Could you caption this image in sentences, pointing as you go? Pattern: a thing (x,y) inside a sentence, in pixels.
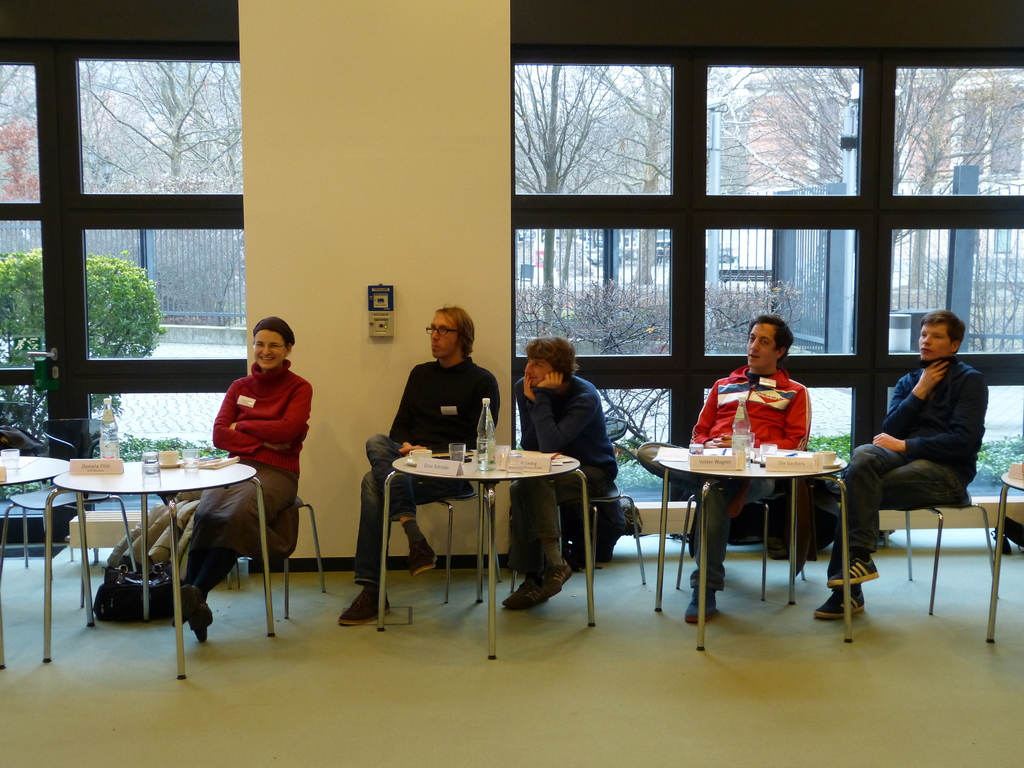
This picture is inside the room (381,417). There are group of people (979,432) sitting behind the table (506,453). At the back (608,335) there are trees (157,150). There are bottles (490,461), glasses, cups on the table (102,483). At the bottom (139,590) there are bags (139,605).
